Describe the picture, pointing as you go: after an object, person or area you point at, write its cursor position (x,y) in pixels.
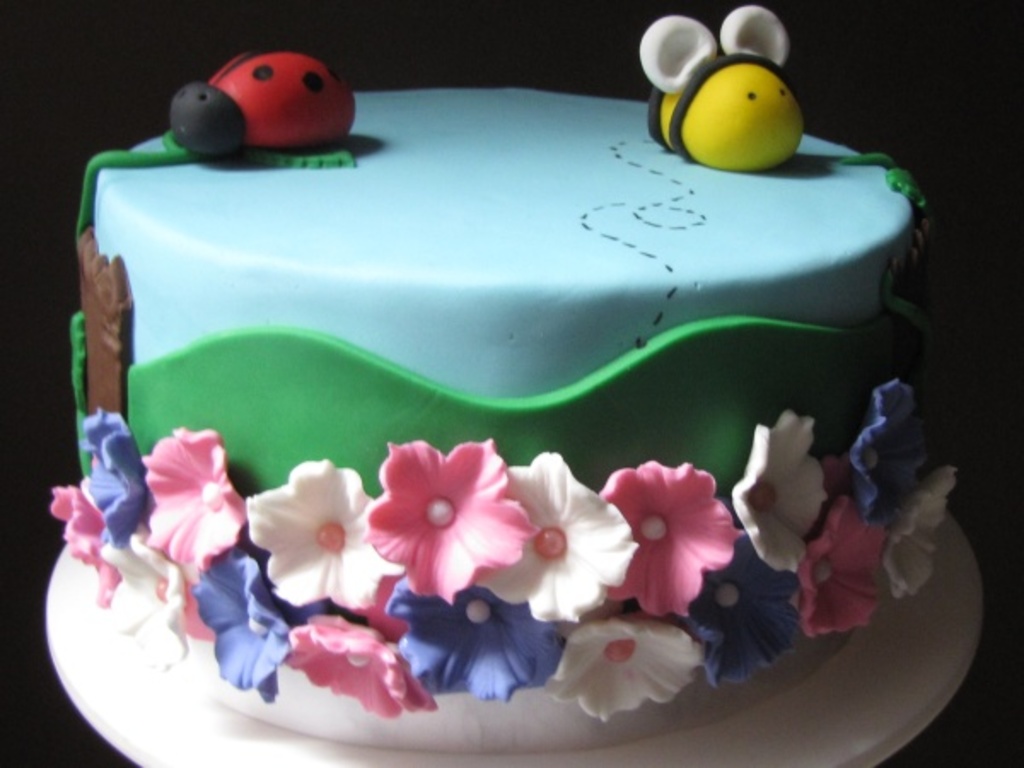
In this image I can see the cake (558,305) in red, black, yellow, white, brown, blue, green, pink and purple color. Background (74,35) is in black color.
